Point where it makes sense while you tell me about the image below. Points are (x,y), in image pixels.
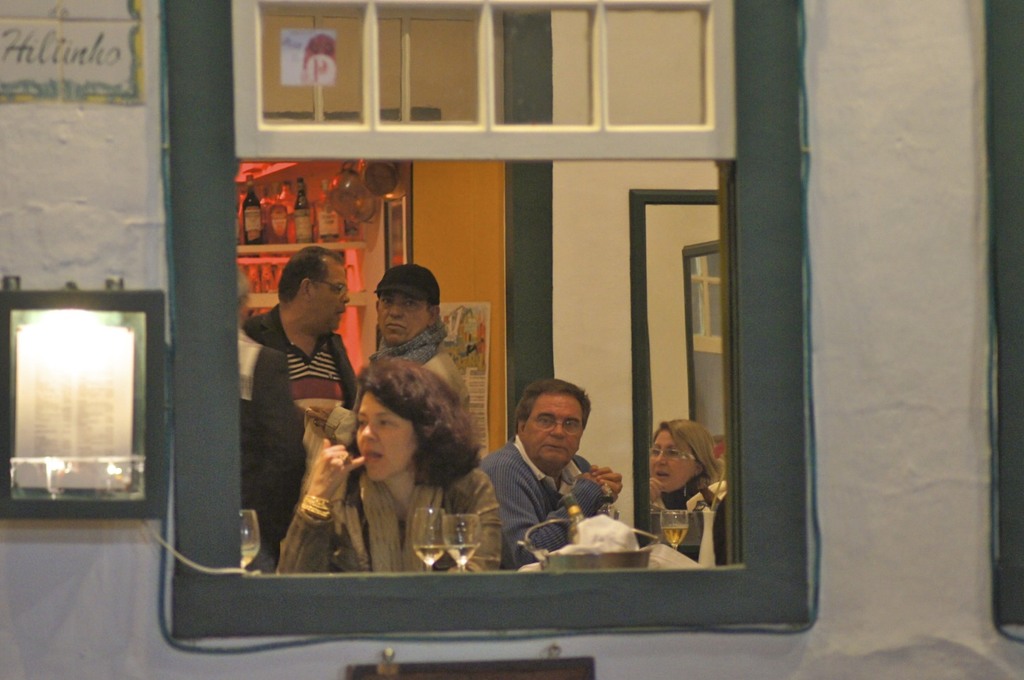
In this picture I can see the wall (928,437) in front (899,36), on which there is a window (307,125) and on the left side of this image (45,354) I can see the light (33,345). through the window (225,401) I can see few men (442,361) and 2 women (466,449) and I can see few glasses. In the background (406,196) I can see the wall (478,208) and few bottles (304,230) on the racks (283,184). On the top left of this picture (75,40) I can see a word (43,50) written.
